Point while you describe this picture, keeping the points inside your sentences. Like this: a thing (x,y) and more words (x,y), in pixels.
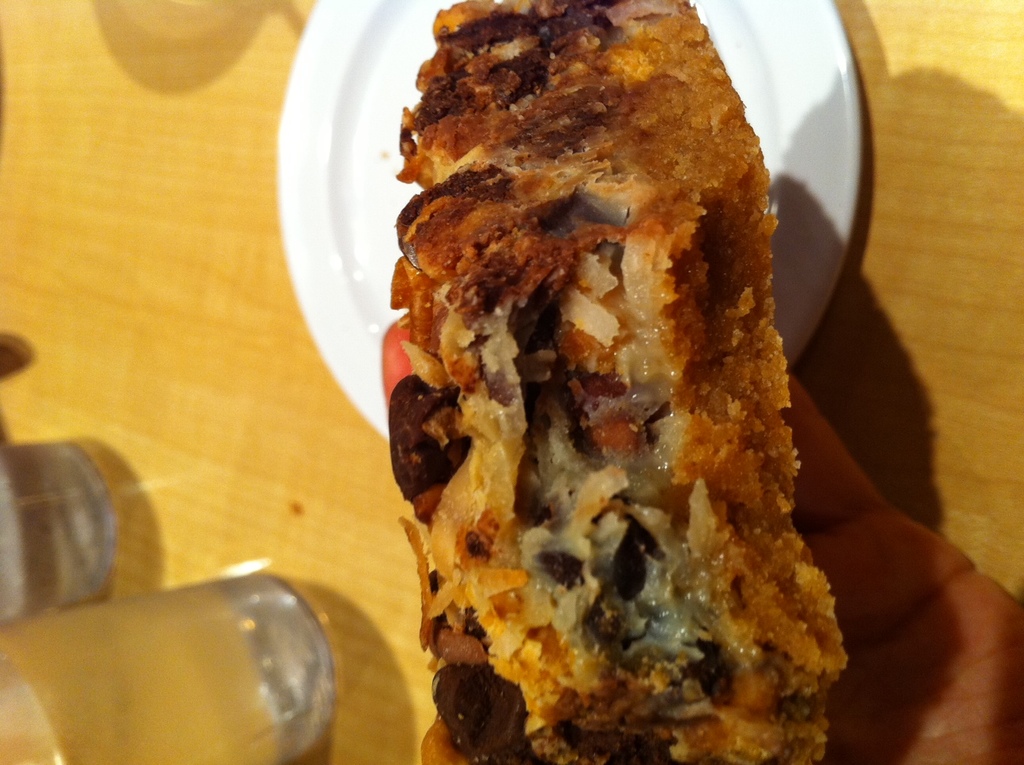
In this image we can see a hand (799,515) holding a bread item (666,506). Here we can see a plate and glasses (183,731) on the table (179,336).
